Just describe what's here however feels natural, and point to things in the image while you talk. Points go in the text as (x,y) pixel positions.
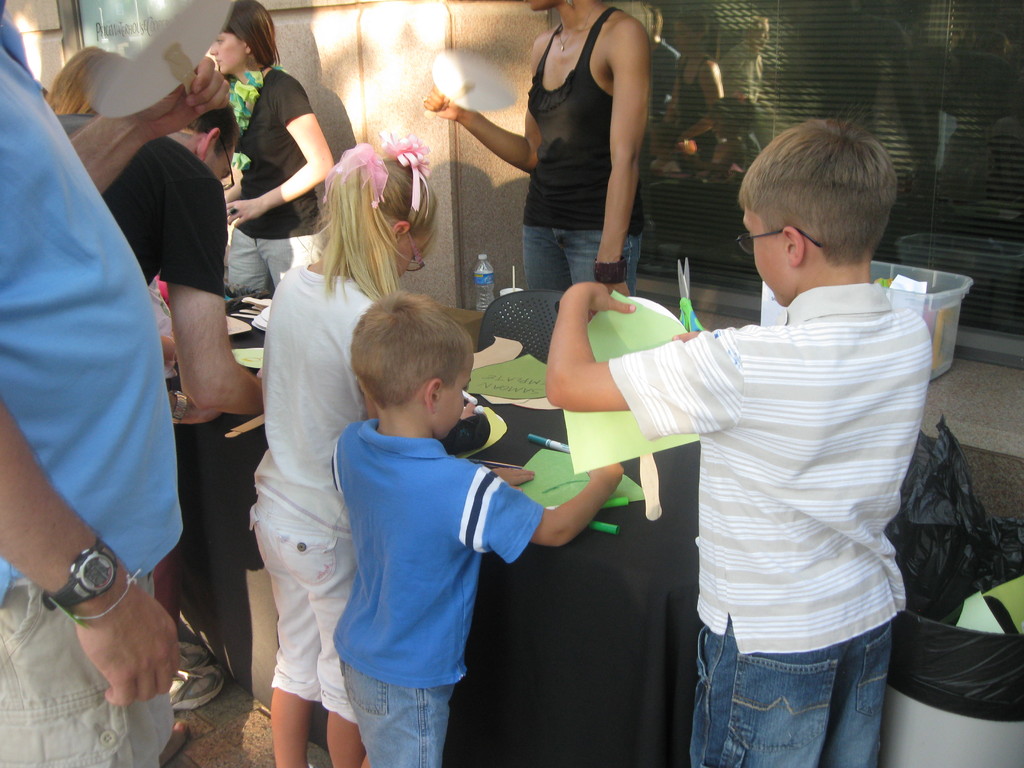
In the center of the image (536,501) we can see children (522,531) at the table (588,533). On the table (600,545) there are papers (535,466) and pen (538,442). On the left side of the image (124,294) there are persons (112,482) standing on the floor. On the right side (938,744) there is a dustbin (928,677). In the background (58,44) there is a wall (314,78) and container (933,297).
